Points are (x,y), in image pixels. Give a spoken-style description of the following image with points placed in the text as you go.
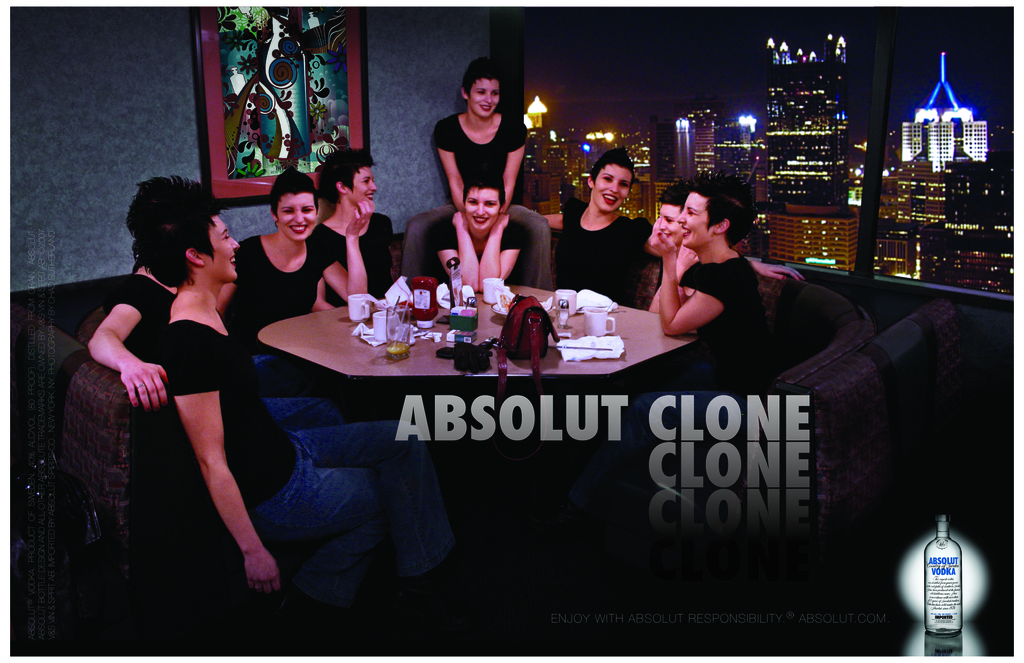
In this picture we can see some persons (646,425) sitting on the chairs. This is table (344,374). On the table (416,373) there are some cups (490,282) and bottles (430,318). On the background (120,97) there is a wall (95,149). And this is the frame (273,87). Here we can see some buildings (923,183).
